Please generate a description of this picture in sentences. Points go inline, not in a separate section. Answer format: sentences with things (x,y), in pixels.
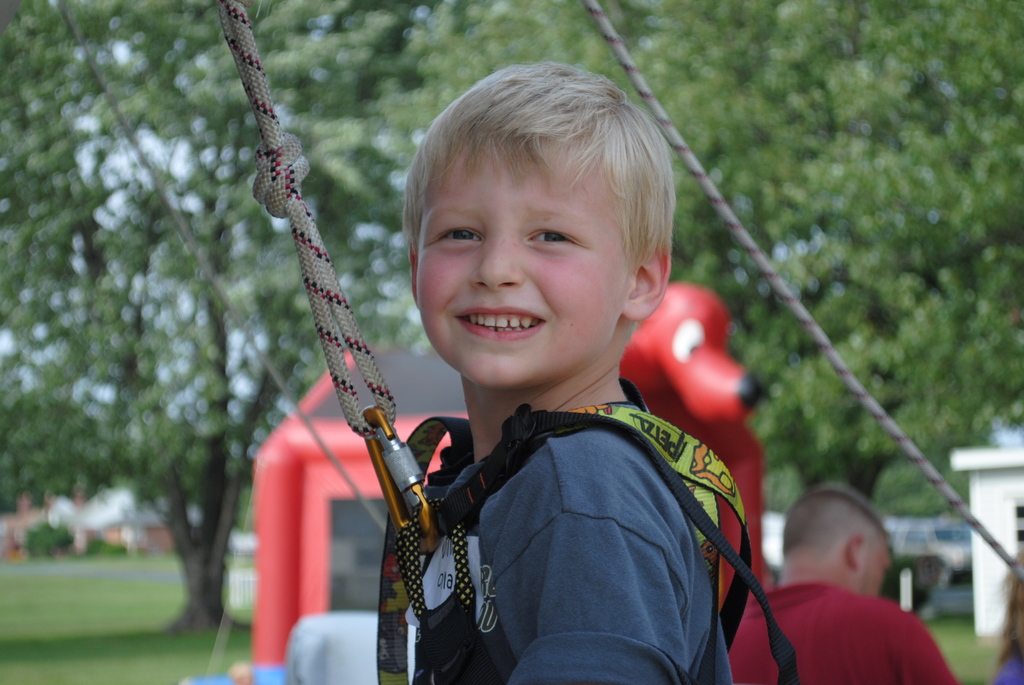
This picture is clicked outside. In the foreground (544,173) there is a kid (508,282) smiling and seems to be standing on the ground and there is a rope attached to the dress (485,566) of a kid (485,537). In the background (21,211) we can see the trees (982,48), buildings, green grass (114,596), a person (835,522) and some toys (659,368).
